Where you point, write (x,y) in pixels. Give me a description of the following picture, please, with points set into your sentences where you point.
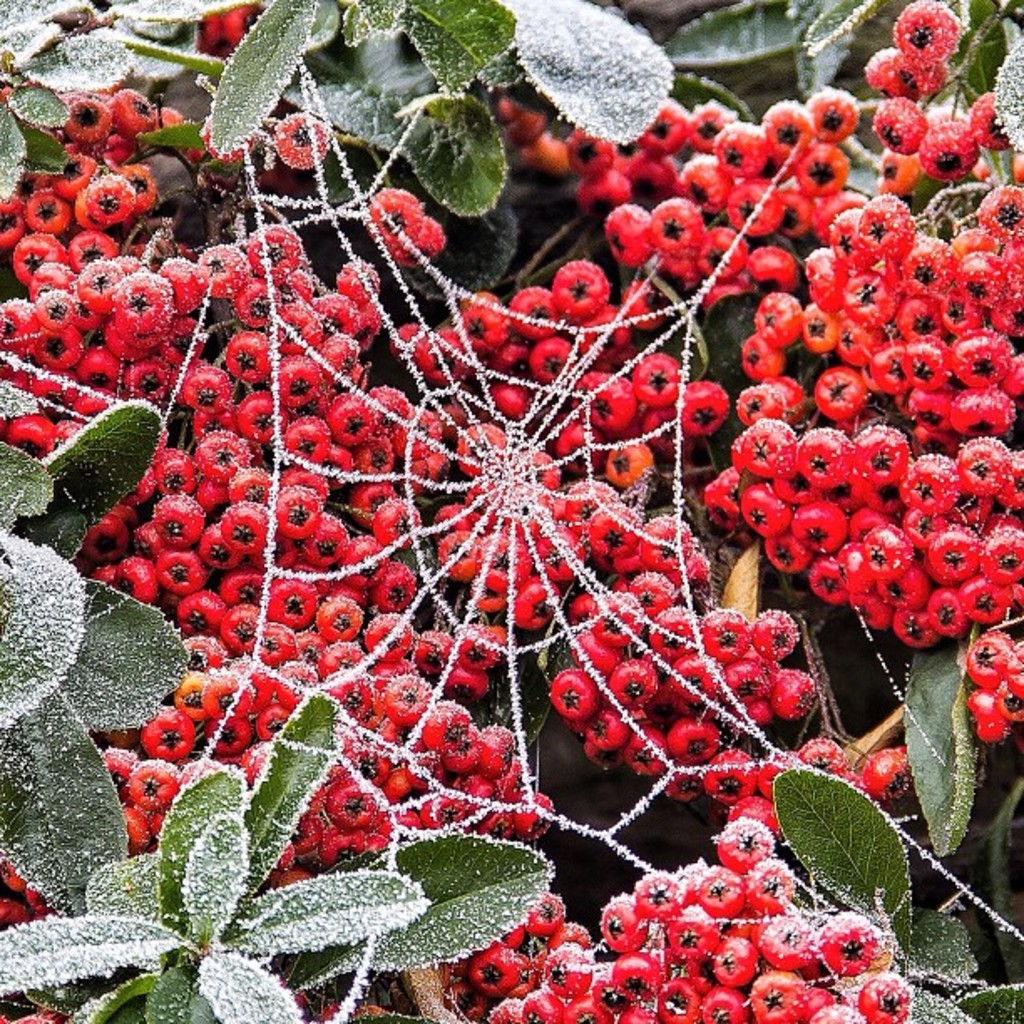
In this image there are some fruits (775,629) and plants (753,595), and also there is one web (732,695).
